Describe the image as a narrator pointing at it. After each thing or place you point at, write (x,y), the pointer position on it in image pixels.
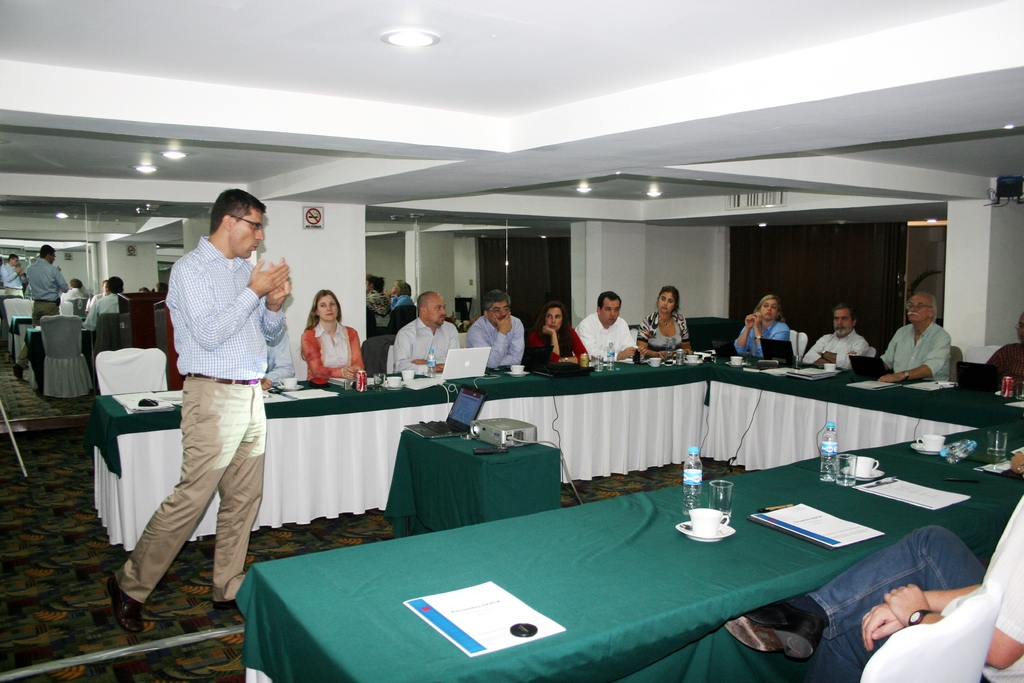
In this picture we can see a group of people (166,530), they are sitting on chairs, one person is standing, here we can see tables (140,510), laptops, projector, files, bottles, glasses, cups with saucers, coke tins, pens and in the background (1,239) we can see pillars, roof (792,22), lights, mirrors (513,225).
